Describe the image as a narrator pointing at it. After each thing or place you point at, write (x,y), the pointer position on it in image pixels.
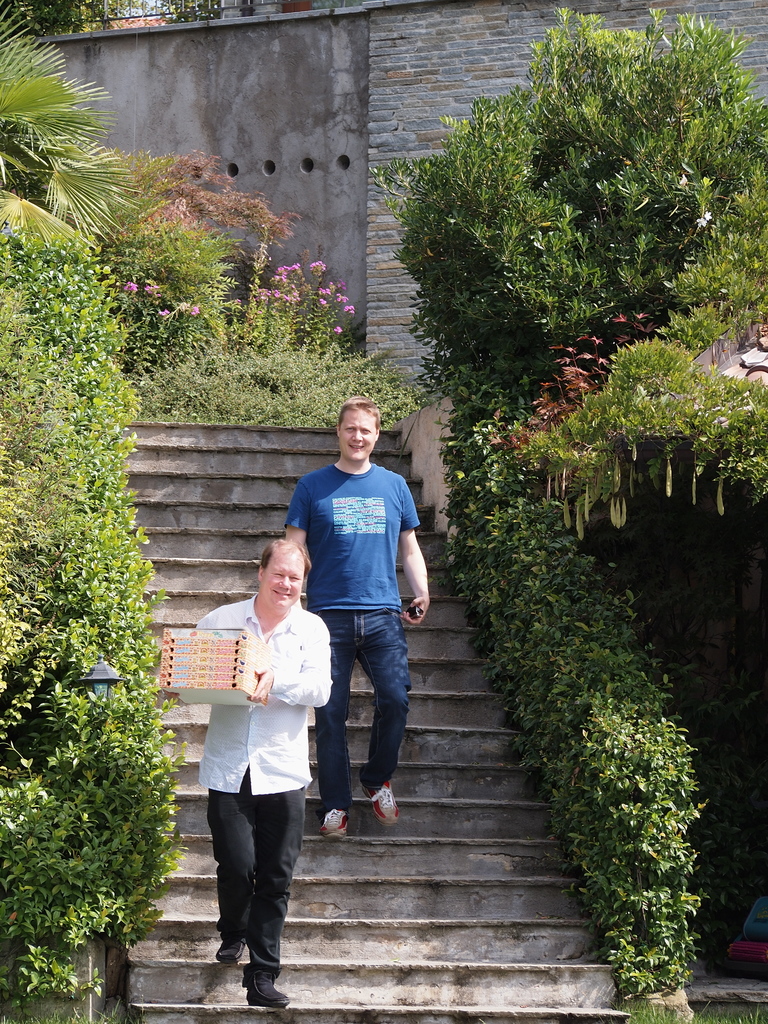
In the center of the image (406,524) we can see a man (396,547) is walking and holding an object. On the left side of the image (226,727) we can see a man (275,789) is walking and holding a box (185,685). In the background of the image (485,292) we can see the stairs (240,442), plants (229,312), flowers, light (102,689), wall (324,240). At the bottom of the image (702,1017) we can see the ground (729,1022).
